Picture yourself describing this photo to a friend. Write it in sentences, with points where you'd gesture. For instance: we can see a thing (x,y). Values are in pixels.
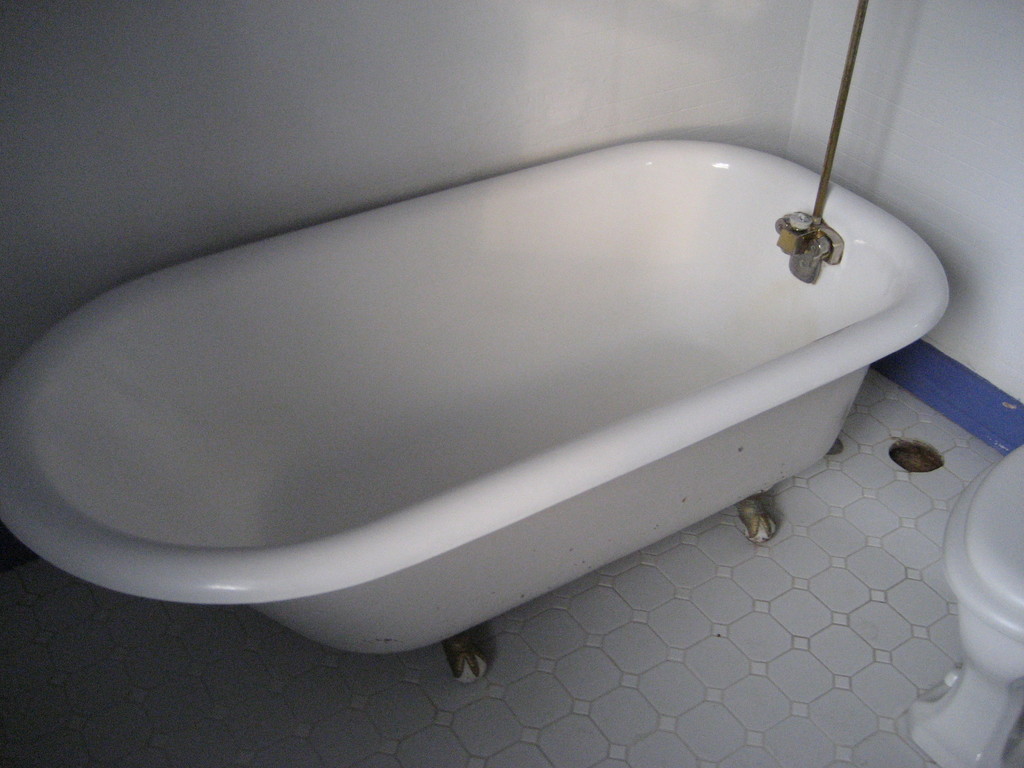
As we can see in the image, there is a western toilet (979,546), bathtub (574,484), floor (731,659) and white color wall (501,115).
